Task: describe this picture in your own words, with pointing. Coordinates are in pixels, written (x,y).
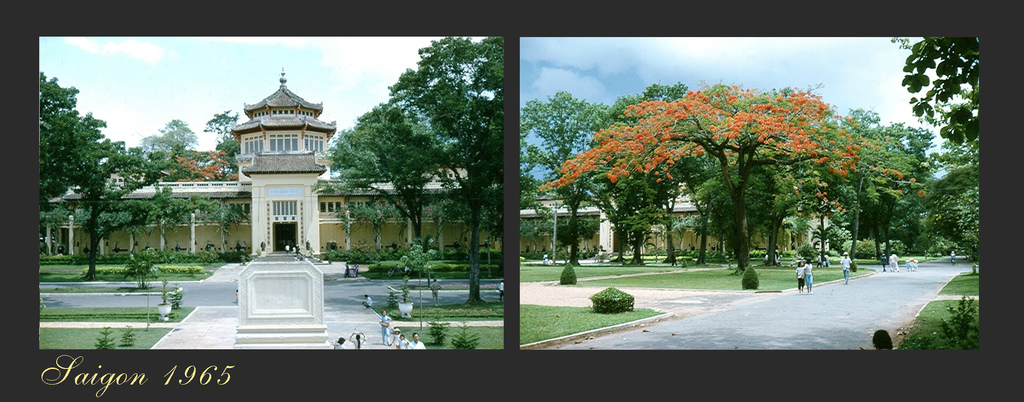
This is an edited collage image, where there are buildings (272,105), plants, grass (200,277), trees (567,157), poles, group of people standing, sky (137,115) and there is a watermark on the image.
